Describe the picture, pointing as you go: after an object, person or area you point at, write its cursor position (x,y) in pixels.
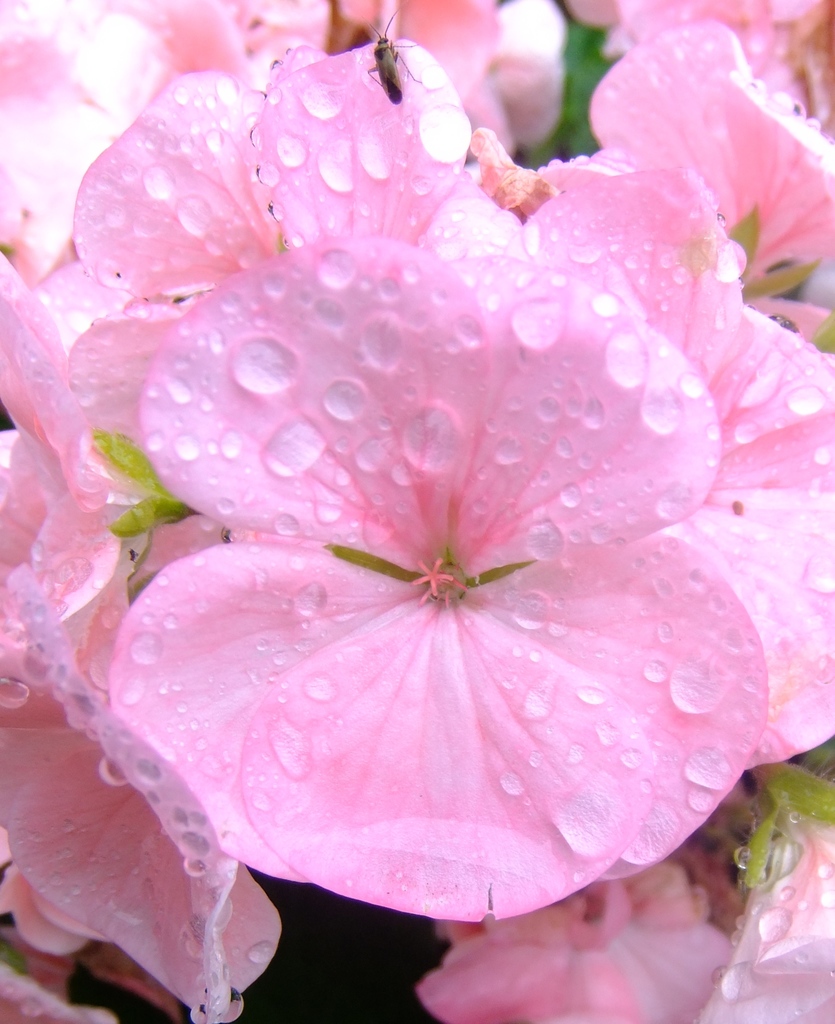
In this image we can see few pink color flowers (441,393) and water drops (513,458) on the flowers (552,582) and an insect (392,88) on a flower (357,121).
